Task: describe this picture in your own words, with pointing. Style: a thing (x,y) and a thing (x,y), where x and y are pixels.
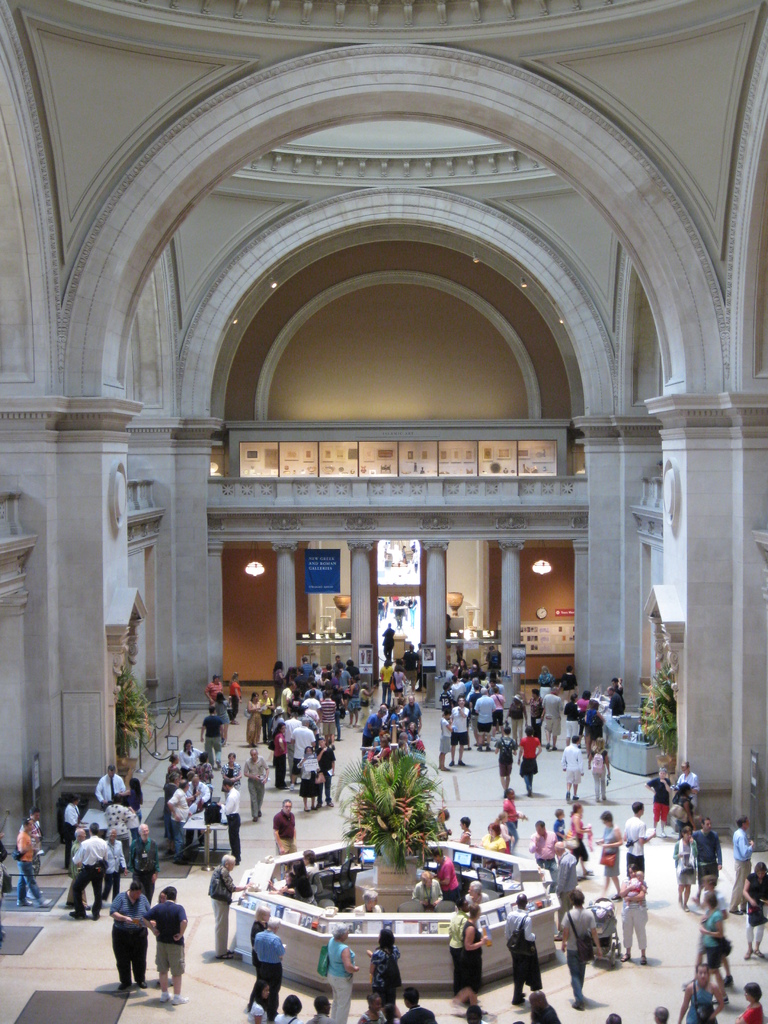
In this picture I can see the arch construction (599,168). I can see some people (320,788) standing on the surface (342,828). I can see a few people (359,907) sitting. I can see electronic devices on the table (440,920). I can see the plants (392,802). I can see the lights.
